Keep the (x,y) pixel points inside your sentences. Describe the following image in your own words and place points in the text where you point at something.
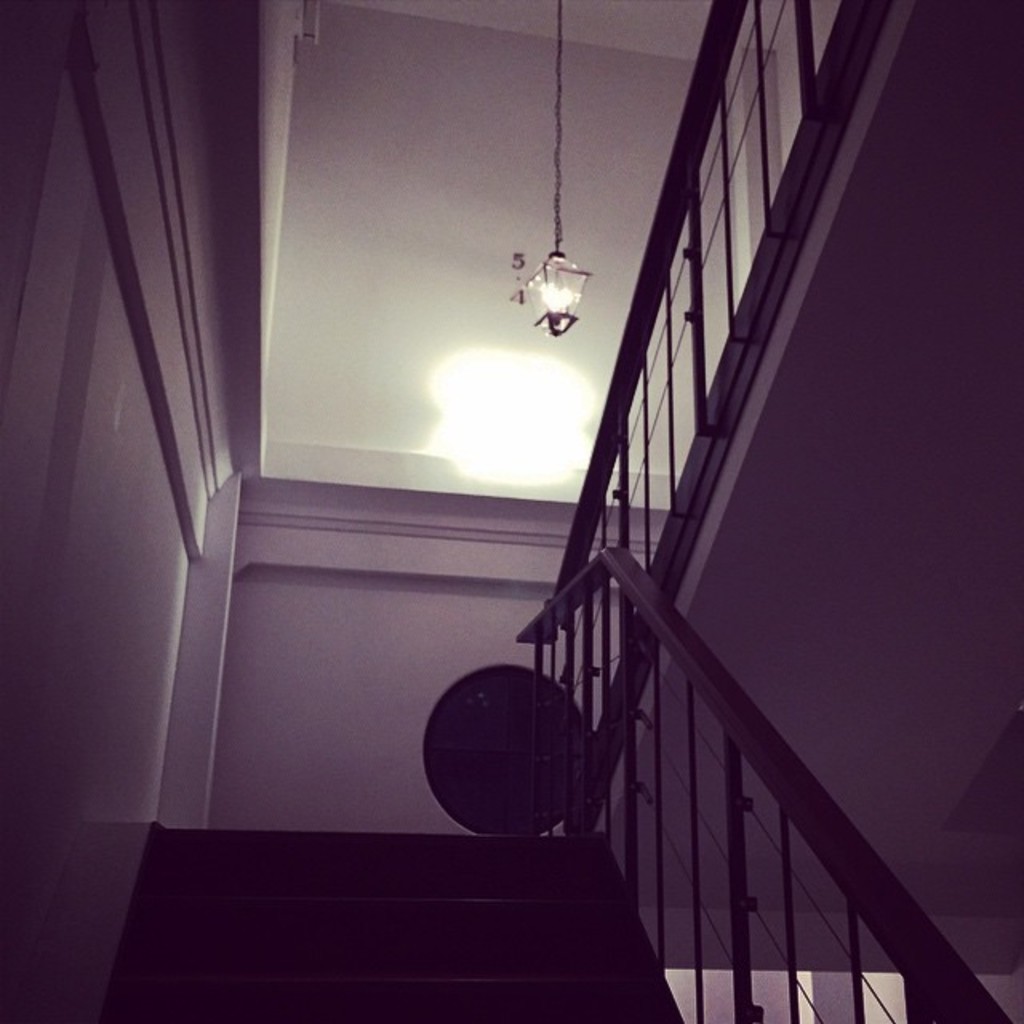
This image is taken in a building (487,155). In this picture there are staircase (616,690), lamp (544,274), an object (500,711) and wall (427,313) painted white.
